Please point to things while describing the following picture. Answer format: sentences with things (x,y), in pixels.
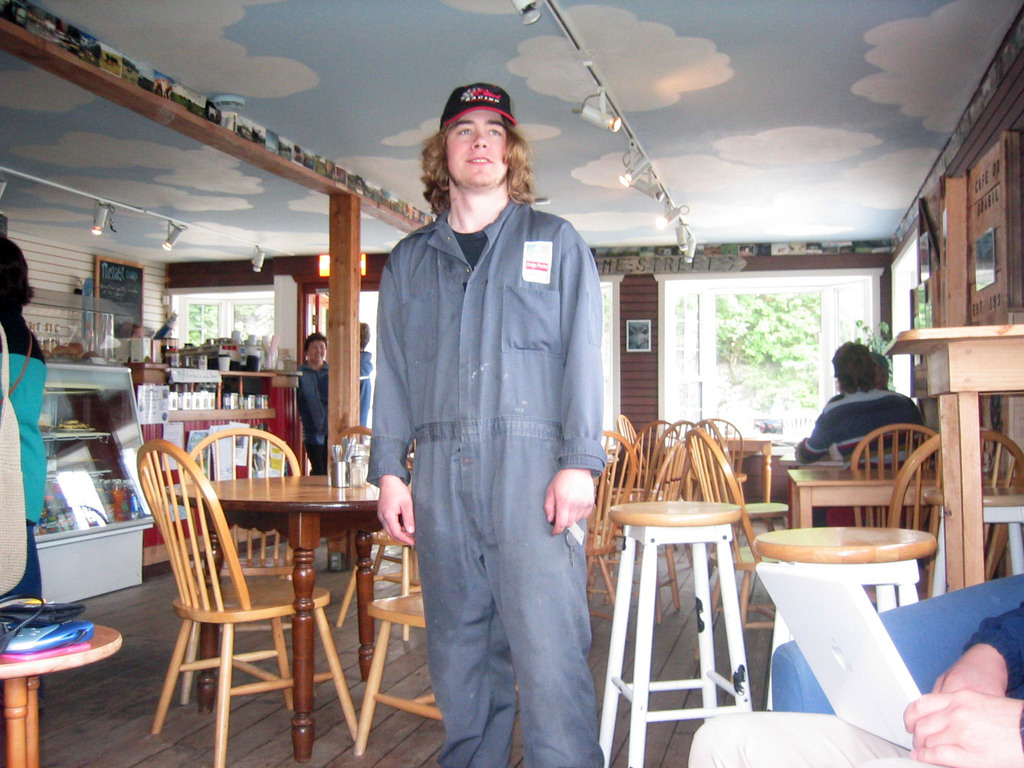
This image is taken inside a room (850,302). In the right side of the image (795,667) a man (983,733) is sitting in a sofa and holding a tab (798,643) in his hand (927,727). In the middle of the image (406,506) a man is standing on the floor (381,725). In the left side of the image (17,739) there is a stool (94,640) with few things (26,618) on it. At the top of the image (309,46) there is a roof (678,132). At the background (978,138) there is a wall (652,326) and picture frames (633,341) on it and there were few trees (741,342) outside the room (344,340).
